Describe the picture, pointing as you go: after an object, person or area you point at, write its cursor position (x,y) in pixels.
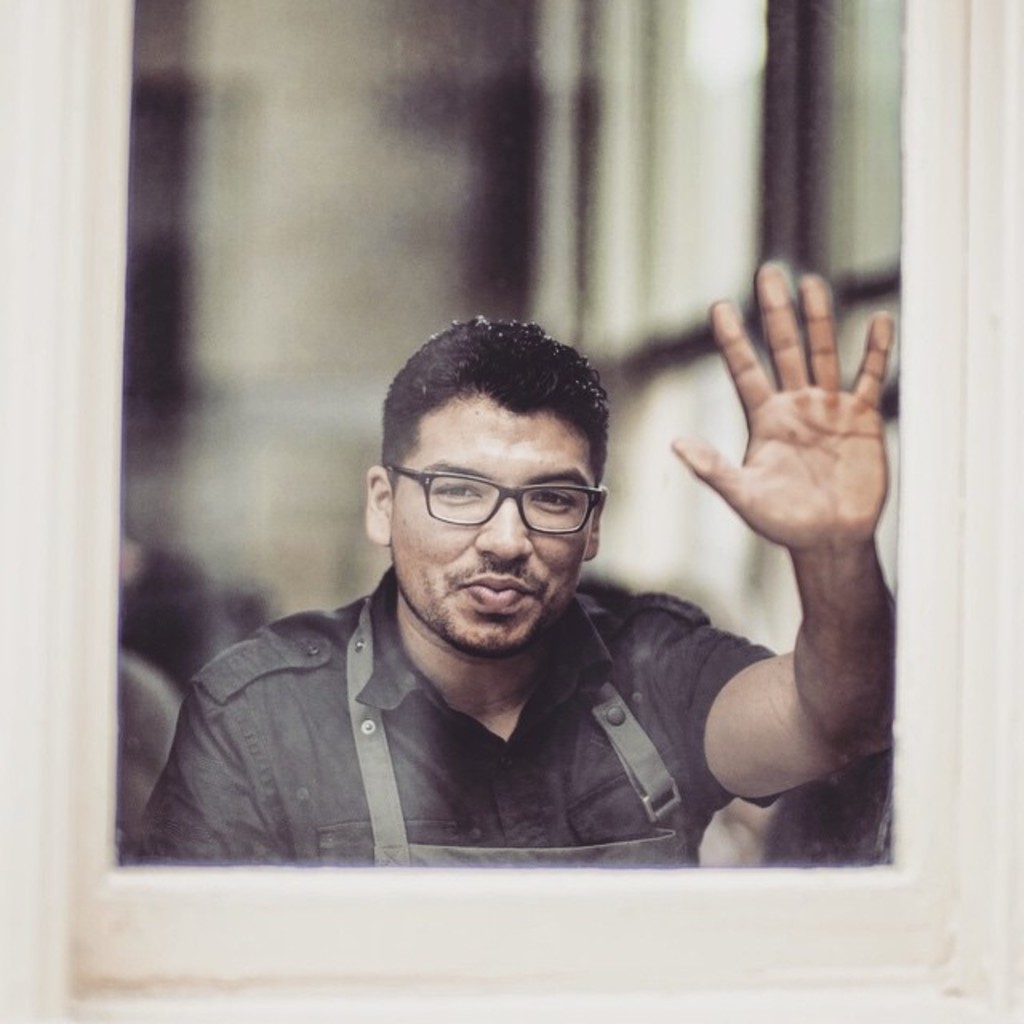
This image consists of a window frame (116,850). In which there is a man (518,659) wearing black shirt (484,775). The background (508,25) is blurred. The frame (84,830) is in white color.
